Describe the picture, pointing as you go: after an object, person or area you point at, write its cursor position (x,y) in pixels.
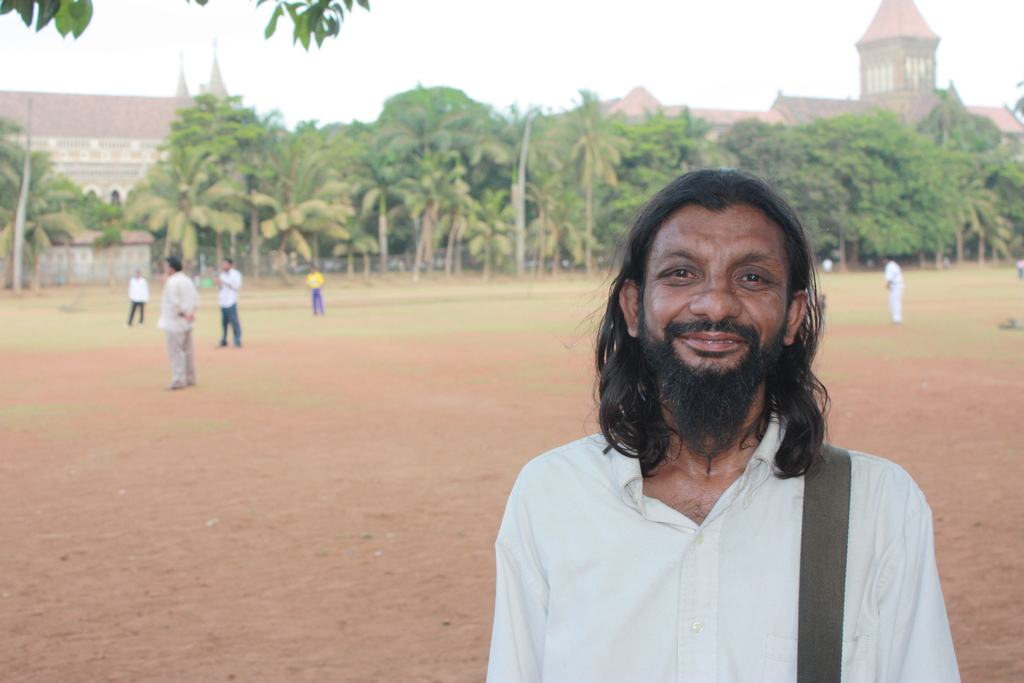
In this image, there are a few people (673,300). We can see the ground (285,471). We can see some grass (436,334) and trees (598,184). We can also see the sky (503,20).
